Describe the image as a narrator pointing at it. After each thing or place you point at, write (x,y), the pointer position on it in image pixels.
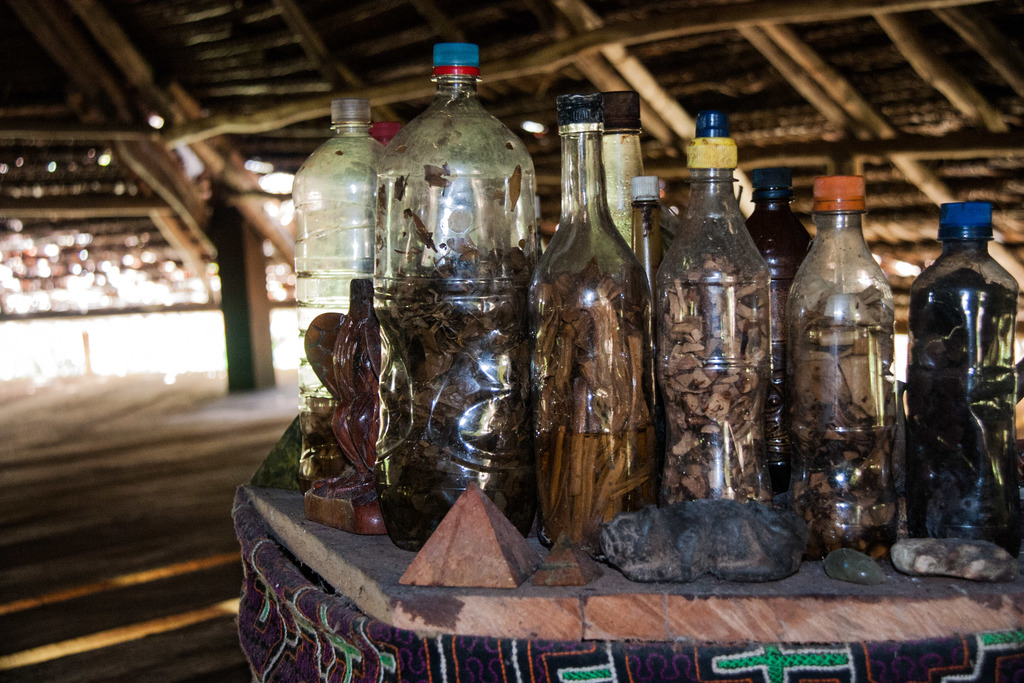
This is the picture of a wooden table (808,639) on which there are some bottles (666,414) and some things (552,444) placed in the bottle (548,533).
